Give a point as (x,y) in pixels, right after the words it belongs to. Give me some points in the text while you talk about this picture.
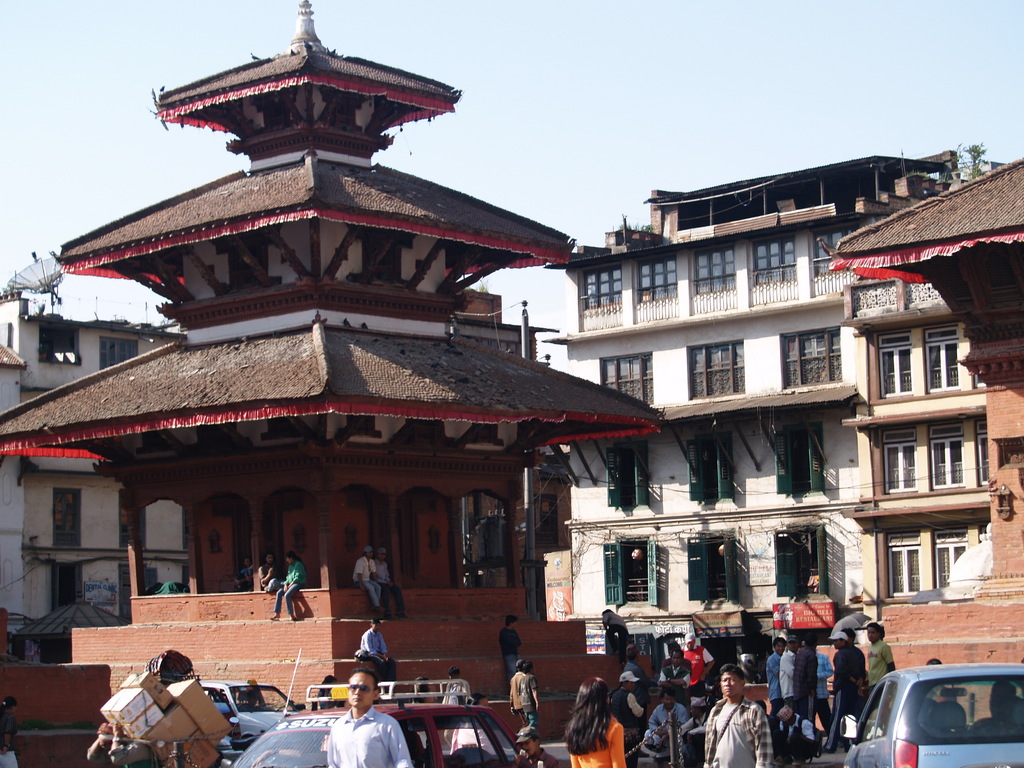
In this picture there are people (617,747) and we can see vehicles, boxes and ancient architectures (347,578). In the background of the image (657,399) we can see buildings (787,590), windows (796,568), antenna (25,283) and sky (827,100).
